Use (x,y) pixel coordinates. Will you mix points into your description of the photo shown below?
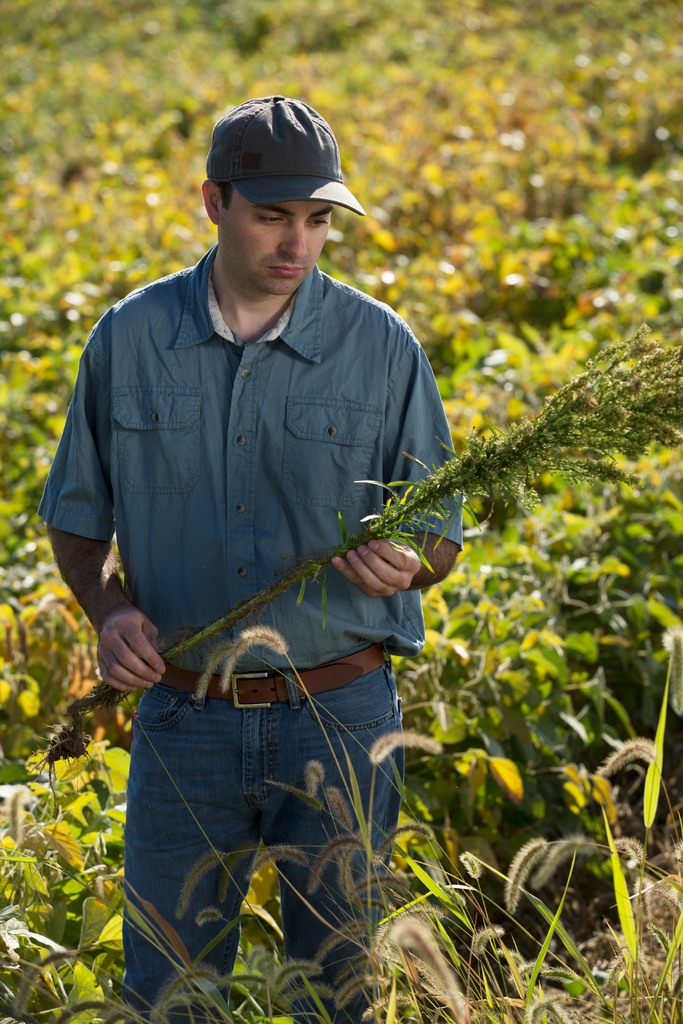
As we can see in the image there is a man (318,285) standing. He is wearing cap (273,202) and holding a plant (267,591) in his hand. Behind the man (298,209) there are a group of plants (490,136).
